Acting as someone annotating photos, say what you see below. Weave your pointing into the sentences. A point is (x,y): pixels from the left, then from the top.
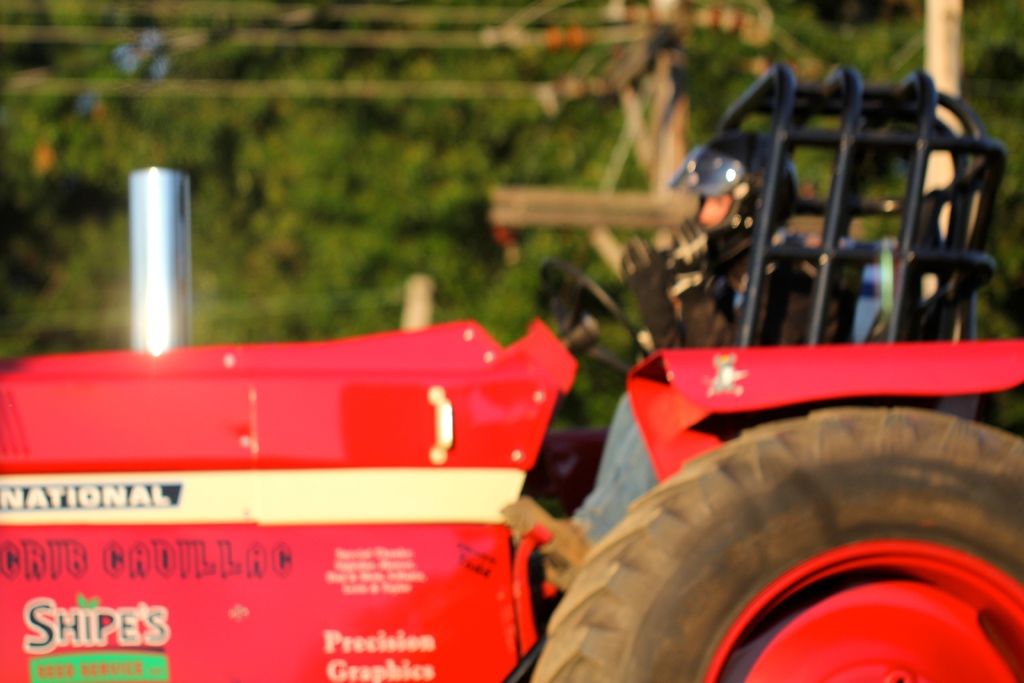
In the image we can see there is a tractor (194,535) on which a person (710,318) is sitting. The person (726,259) is wearing helmet (751,187), behind there are trees (492,182) and the image is little blurry.
